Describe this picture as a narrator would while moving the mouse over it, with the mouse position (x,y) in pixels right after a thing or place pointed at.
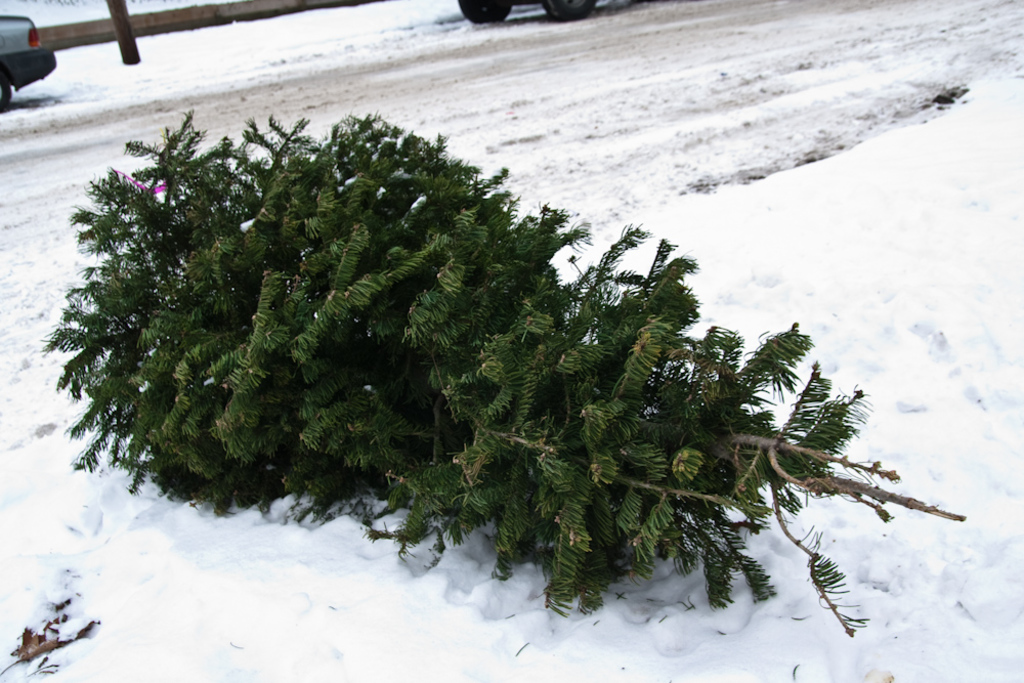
In the middle of this image (499,366), there is a plant (107,343) placed on a snowy surface (335,511). In the background (12,38), there are vehicles (551,3) on a road (785,30) on which there is snow (189,34).
